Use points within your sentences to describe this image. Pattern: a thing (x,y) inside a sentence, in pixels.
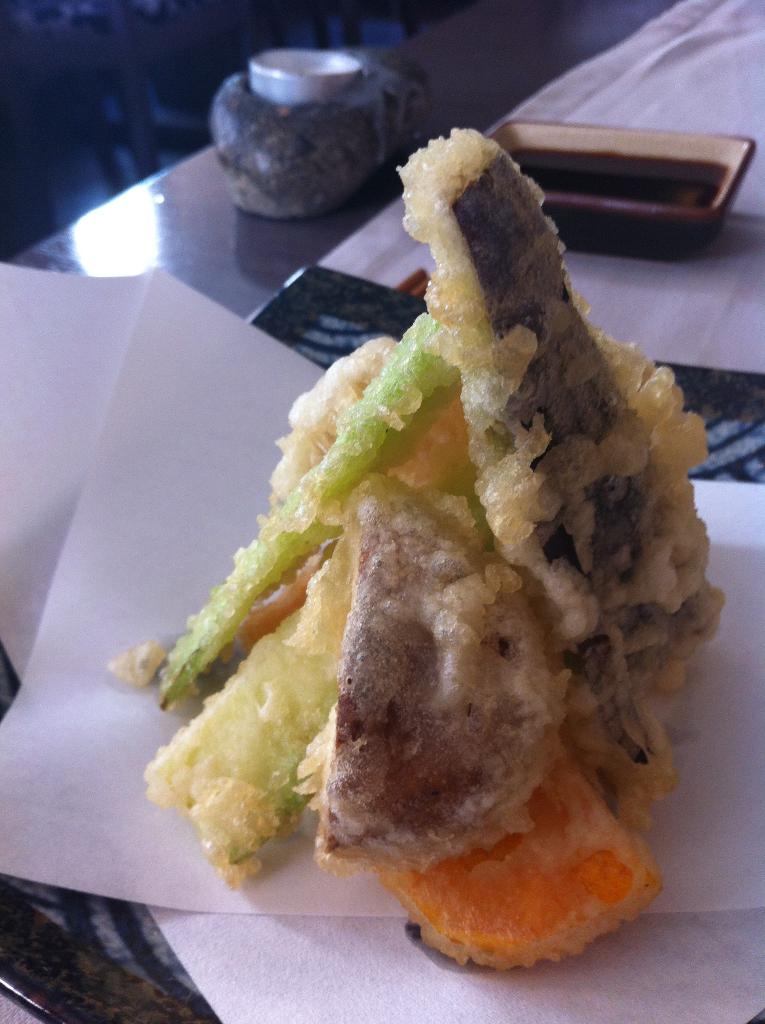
In the center of the image (412,636) we can see a food item (413,592) is present in the plate (83,987). And also we can see a bowl of sauce (654,207), paper (758,654), cloth (684,288) are present on the table (219,178).
